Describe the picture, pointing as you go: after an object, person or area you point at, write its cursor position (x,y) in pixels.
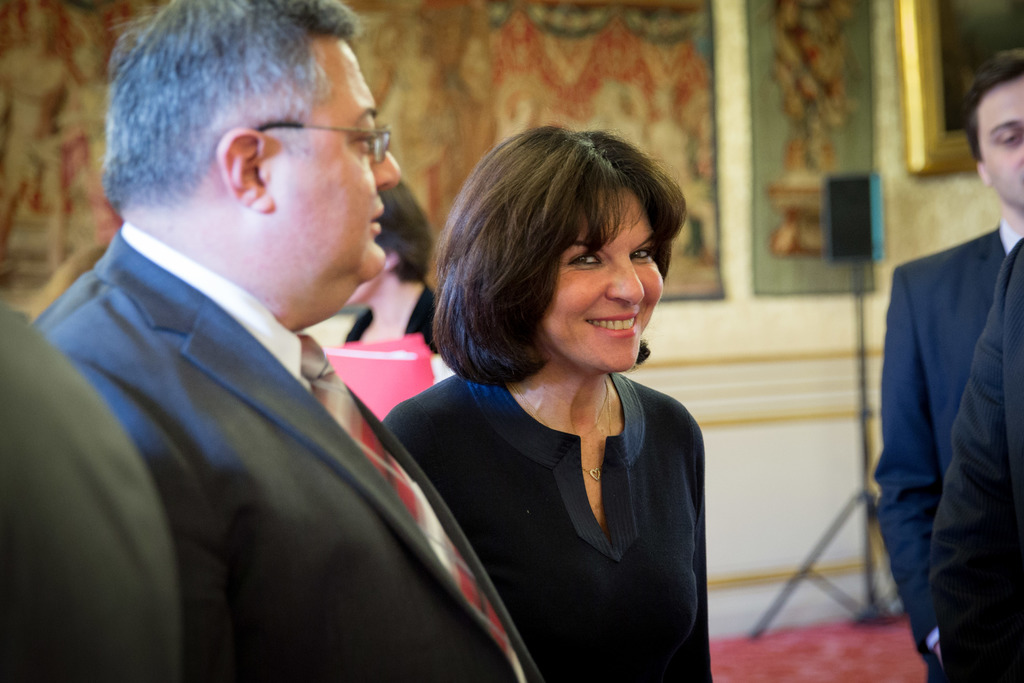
In the picture we can see a man (434,495) and a woman (466,519) standing, a man (244,495) is wearing a blazer (202,500), tie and shirt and woman (483,523) is smiling and wearing a blue dress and in the background (798,57) we can see a speaker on the stand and some paintings (38,148) to the wall (737,65).
